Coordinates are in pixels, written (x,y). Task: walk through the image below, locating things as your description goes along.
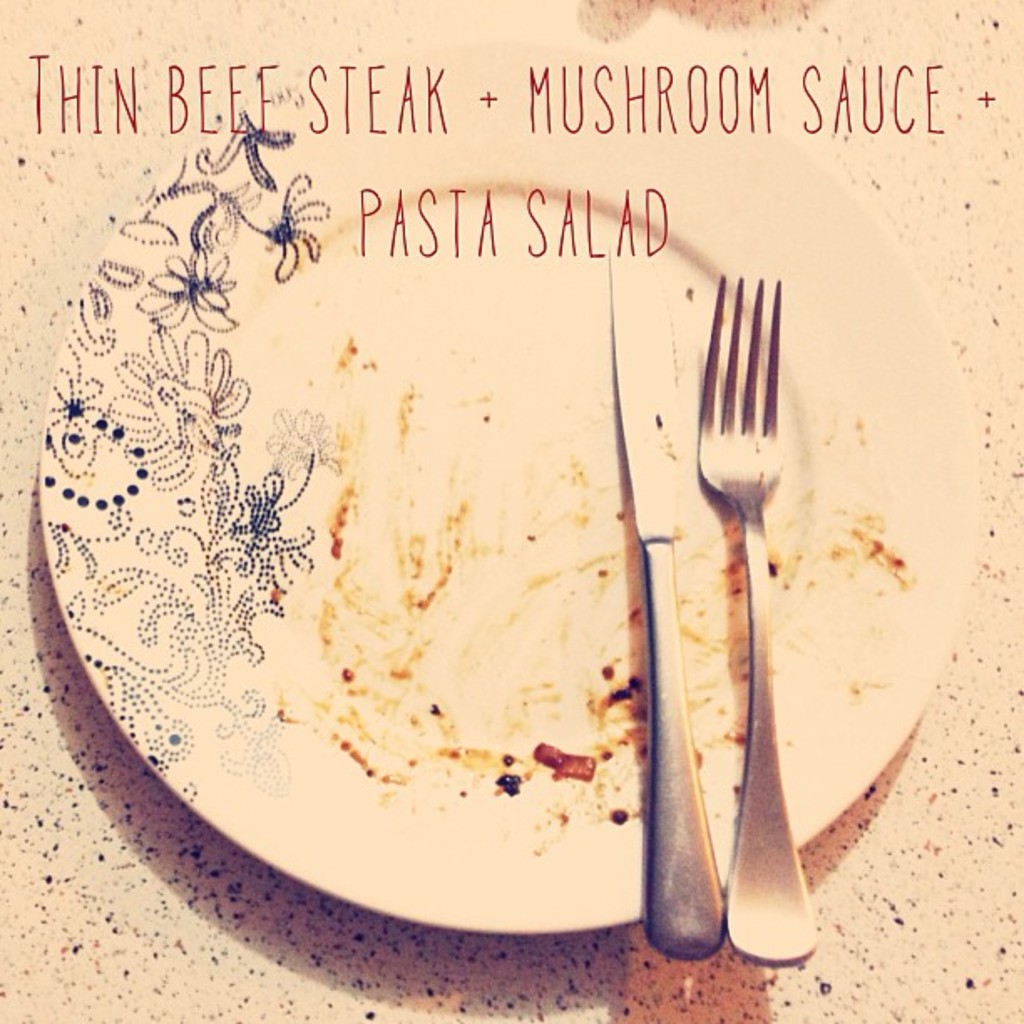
In this image I can see the plate (305,608). On the plate (505,735) there is a knife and fork (724,424). The plate (360,781) is on the surface (195,986). I can see the name thin beef steak + mushroom sauce + pasta salad (372,124) is written on it.
